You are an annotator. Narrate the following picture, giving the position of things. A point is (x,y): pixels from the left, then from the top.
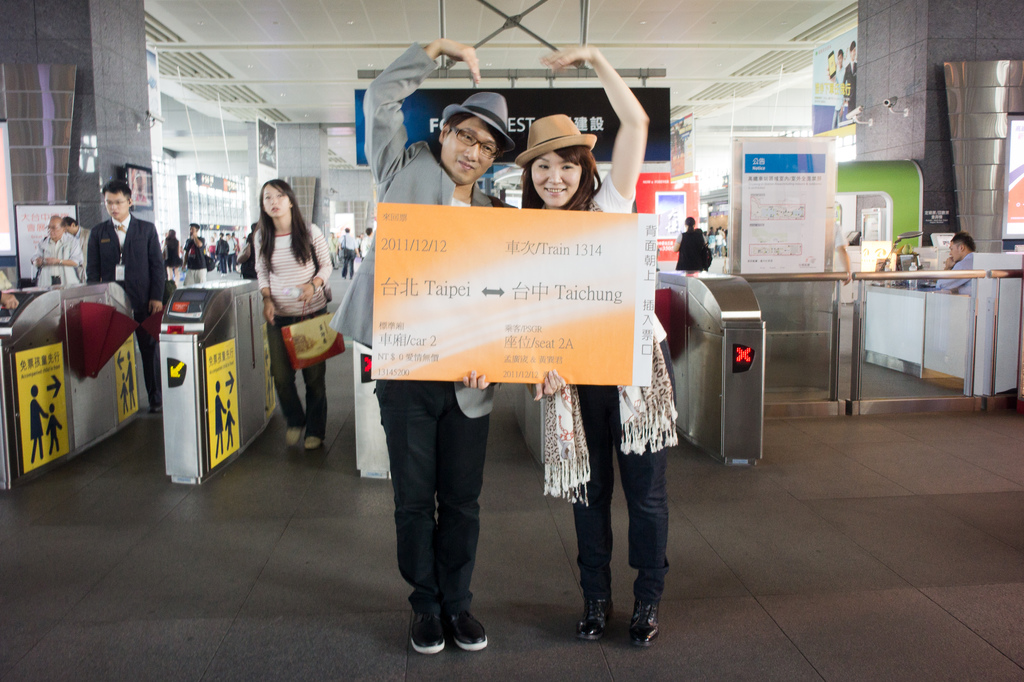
In this image we can see a man (497,119) and a woman (549,139) holding the same text board (565,267) and standing and also smiling. We can also see the entry ticket barriers (206,392), people (142,266), posters (769,196) with text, ticket counter (921,294), water bottle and also the floor (388,555). We can also see the pillars (304,138), hoardings (270,149) and also the ceiling (640,34).
